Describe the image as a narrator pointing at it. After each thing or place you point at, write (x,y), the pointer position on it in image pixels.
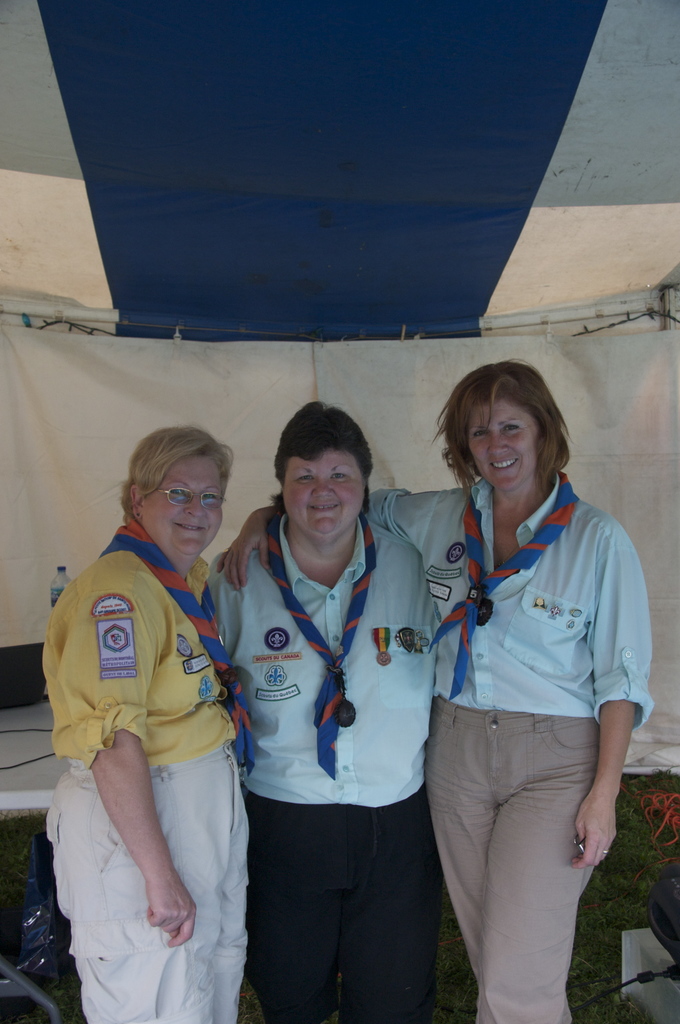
In this picture there are three person (291,566) standing and smiling. On the left side of the image (8,724) there is a laptop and bottle (52,594) on the table (44,718). In the bottom right (678,917) there is a device (669,921). At the top (293,143) there is a tent (296,135). At the bottom (611,920) there is grass (619,867) and there is a wire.
